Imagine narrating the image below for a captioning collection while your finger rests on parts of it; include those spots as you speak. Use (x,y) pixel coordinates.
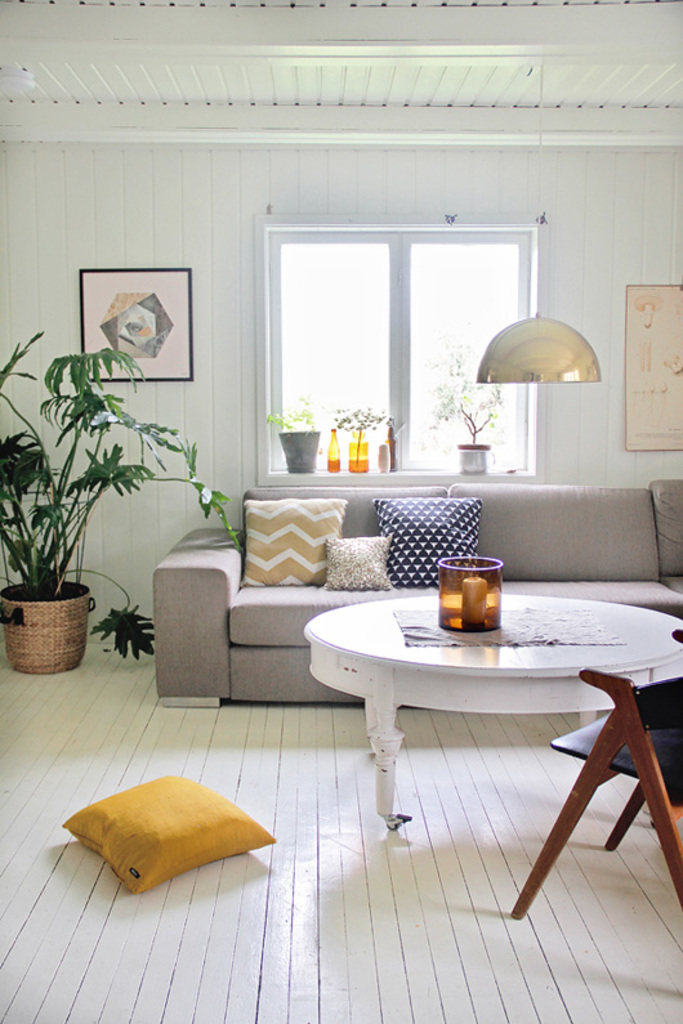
In this image there is a floor (582,835). There is a table (515,659). There is a chair (680,804). There is sofa (633,542). We can see the pillows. There is a wall (187,217) with glass window (527,479). There are pots (11,589). There are sceneries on the walls (42,339).
